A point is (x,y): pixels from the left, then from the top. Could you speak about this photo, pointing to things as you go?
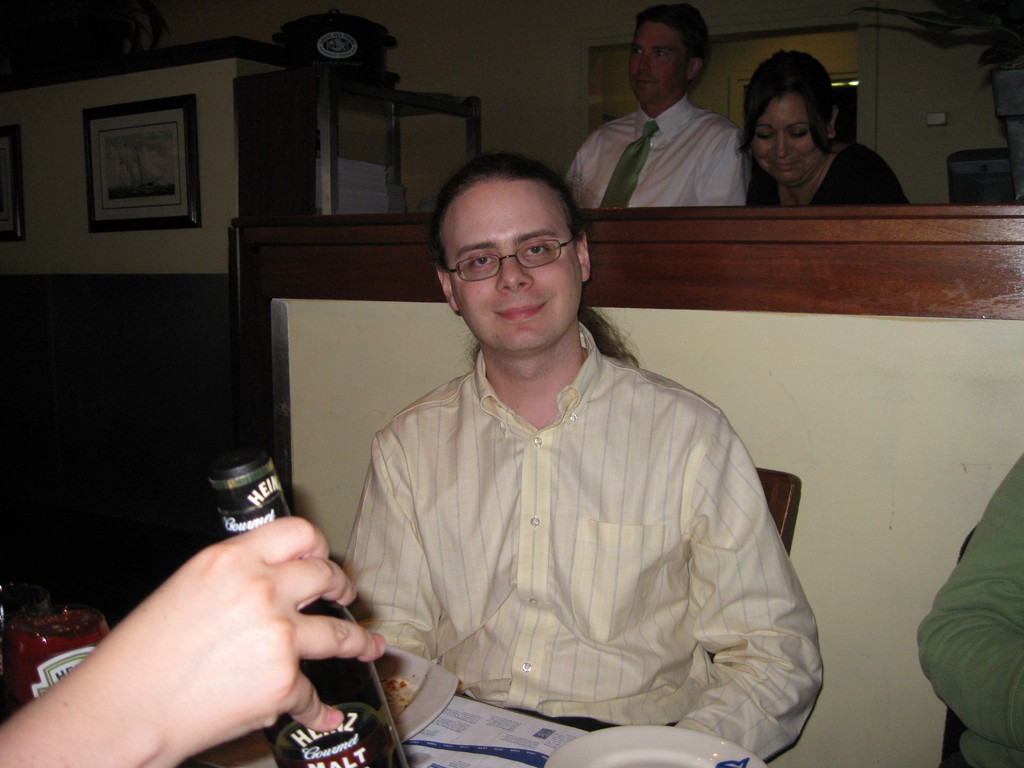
Here we can see a man (582,357) sitting on the chair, and in front (421,767) here is the table (420,736) and vinegar bottle (358,732) and some objects (435,766) on it, and at back (769,118) here are the persons (756,94) standing.
